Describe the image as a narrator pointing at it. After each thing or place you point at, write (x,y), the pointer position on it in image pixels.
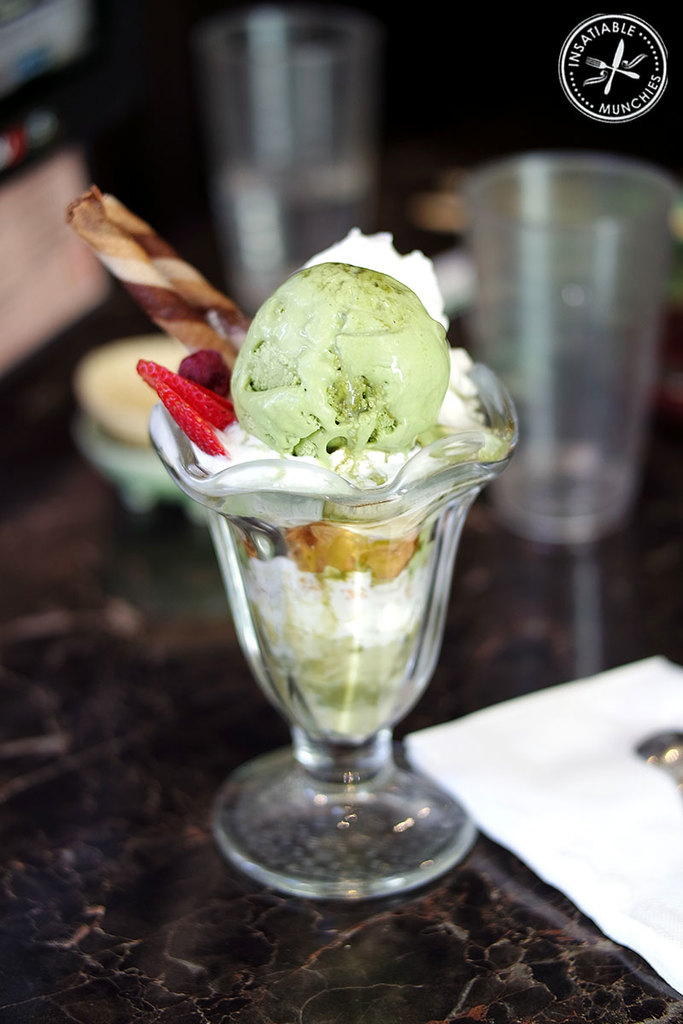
It is an ice-cream (329,514) in a glass jar (335,540), on the right side (473,219) there is a glass (597,289).
